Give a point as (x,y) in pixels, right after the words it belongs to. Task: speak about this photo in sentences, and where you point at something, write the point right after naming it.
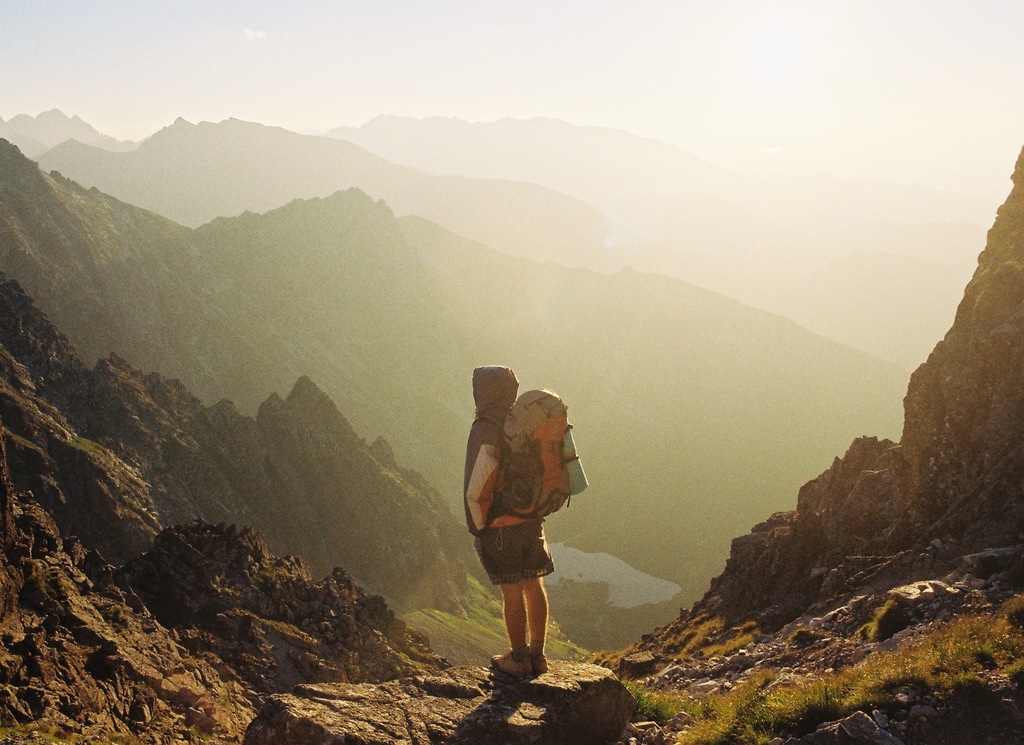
This picture shows a human (480,458) wore a backpack (546,472) on his back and we see hills (403,155) and he is standing on the rock (481,693) and we see grass (682,706) on the ground (727,708) and we see fog (964,194).
